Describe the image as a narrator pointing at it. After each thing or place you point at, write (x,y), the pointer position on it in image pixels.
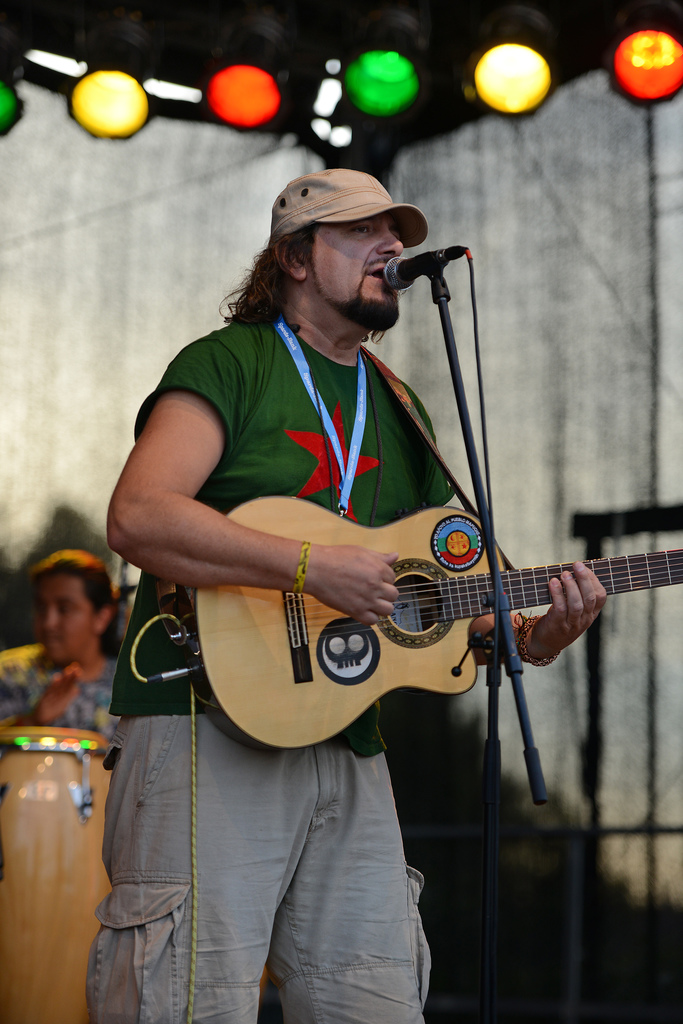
In this picture we can see man (340,590) holding guitar (403,580) in his hand (312,593) and playing it and singing on mic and in background (111,458) we can see person (24,664), wall (59,468), lights (79,124), drums (76,892).
